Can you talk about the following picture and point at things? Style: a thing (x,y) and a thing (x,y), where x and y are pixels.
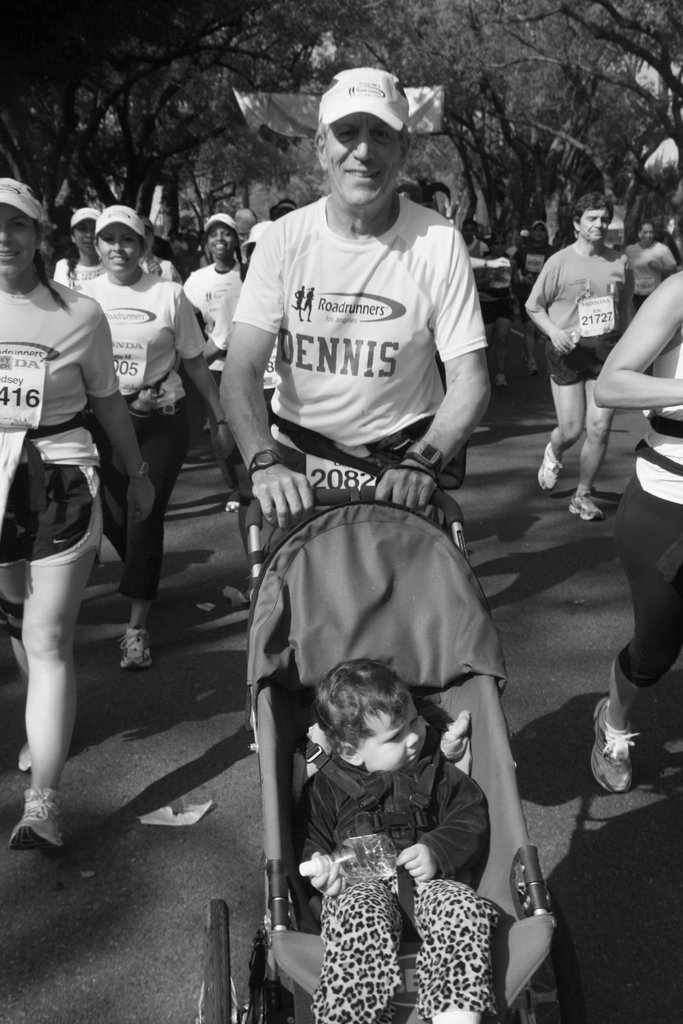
In this picture we can see a man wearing a cap (330,117) and holding a baby carrier (369,582). We can see the baby (387,893) sitting in the baby carrier (419,588) and holding a bottle (373,862). There are a few people (627,309) walking and some people (633,533) are running on the road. We can see a few trees (225,107) and some objects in the background (492,176).
